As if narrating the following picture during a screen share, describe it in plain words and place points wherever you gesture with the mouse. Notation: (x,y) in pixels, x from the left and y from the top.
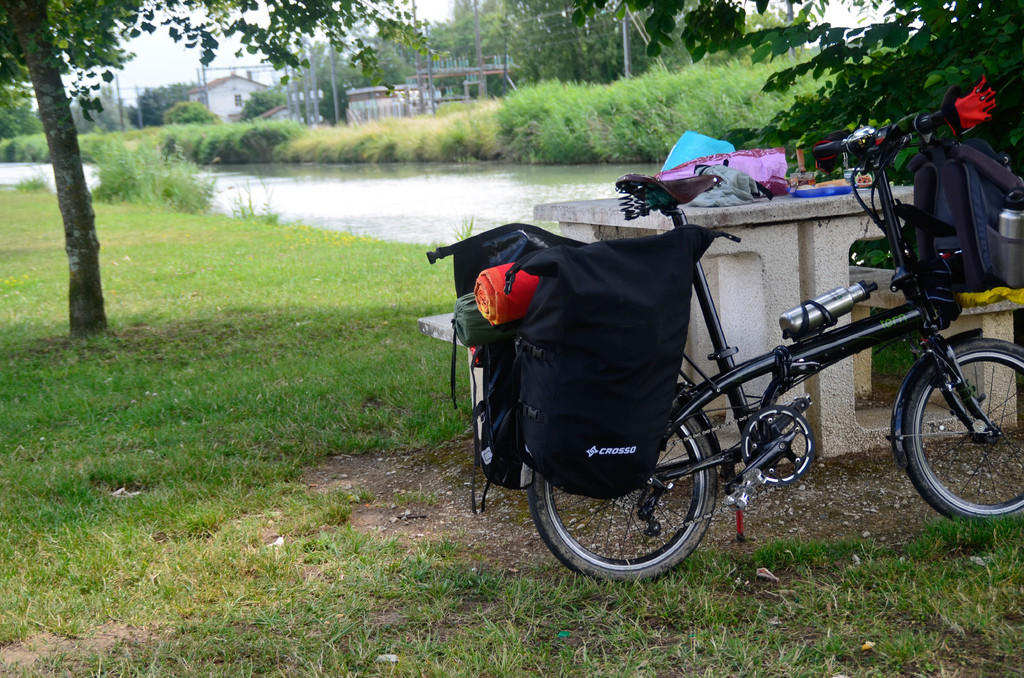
In this image there is grass (170,448) on the ground (316,441) and there is a bicycle (694,406) in the center (565,382) on the bicycle (813,343) there are luggage bags (538,370) and there is water (416,186) in the center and there are plants (506,124), trees (361,80), buildings (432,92), poles (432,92) and in the center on the table (781,210) there are objects (756,165) which are blue and pink in colour.
